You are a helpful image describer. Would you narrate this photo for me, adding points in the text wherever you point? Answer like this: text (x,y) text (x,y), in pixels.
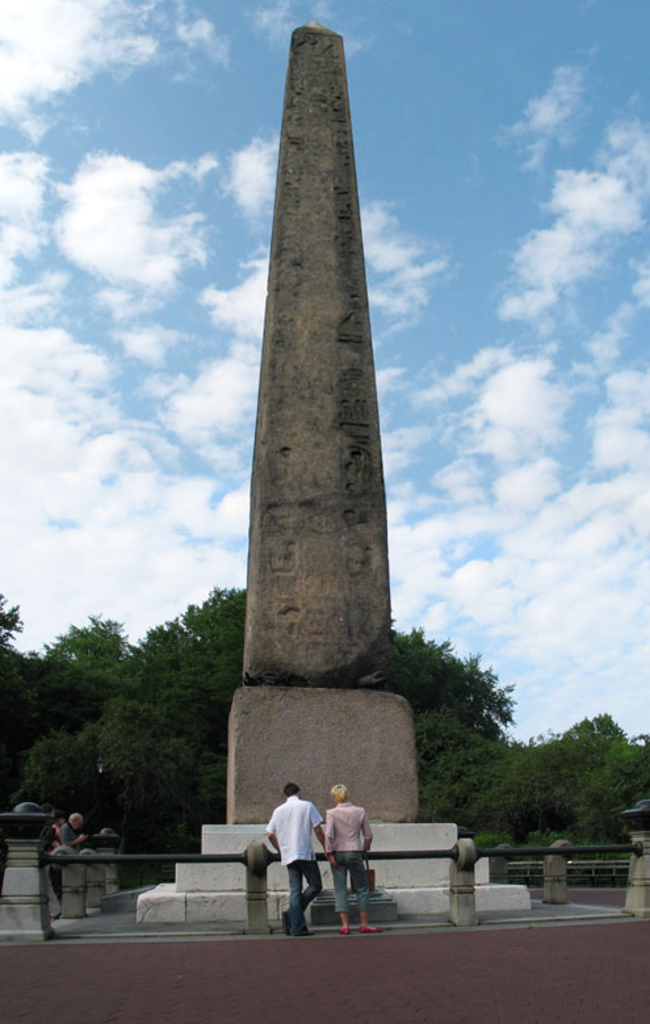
In this image, we can see a pillar (290,354), rods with poles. Few people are standing here. At the bottom (539,985), there is a footpath (456,995). Background (96,810) there are so many trees (582,802) and cloudy sky (605,642).
